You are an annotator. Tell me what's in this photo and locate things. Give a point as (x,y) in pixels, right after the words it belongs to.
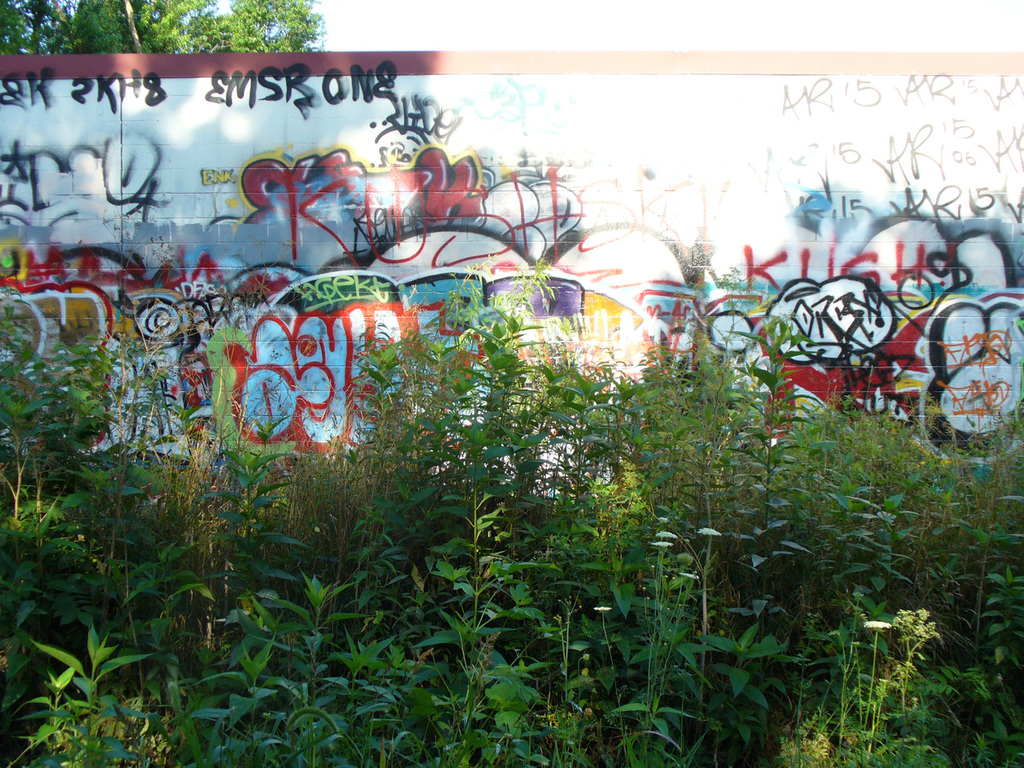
In this picture we can see plants (609,652) in the front (738,554), there is a wall (599,258) in the middle (635,274), we can see graffiti (521,212) on the wall (402,235), there is a tree (171,26) at the left top of the picture (219,48).
